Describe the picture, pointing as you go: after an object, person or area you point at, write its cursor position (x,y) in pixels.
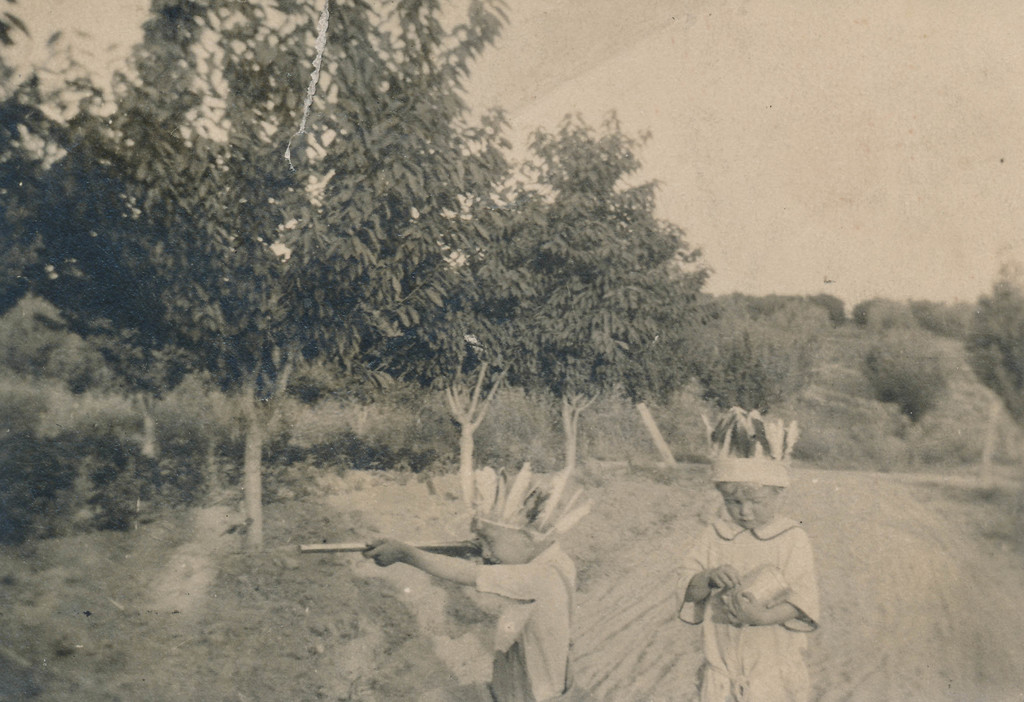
This looks like an old black and white image. At the bottom of the image (746,559), there are two boys (701,566) standing and holding the objects (760,592). I can see the trees (607,285) with branches (248,399) and leaves (771,374). At the top of the image (602,46), It looks like the sky (828,124).
